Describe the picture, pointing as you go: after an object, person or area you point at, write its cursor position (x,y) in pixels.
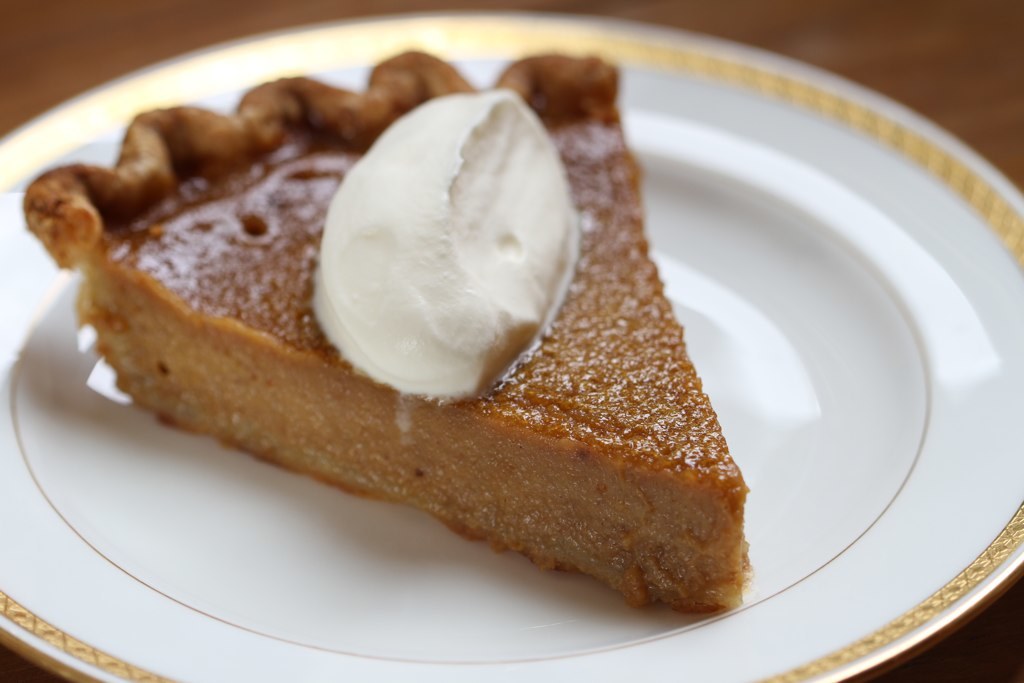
In this picture we can see food (335,311) in a plate (568,648) and the plate (23,139) is on an object (709,16).
